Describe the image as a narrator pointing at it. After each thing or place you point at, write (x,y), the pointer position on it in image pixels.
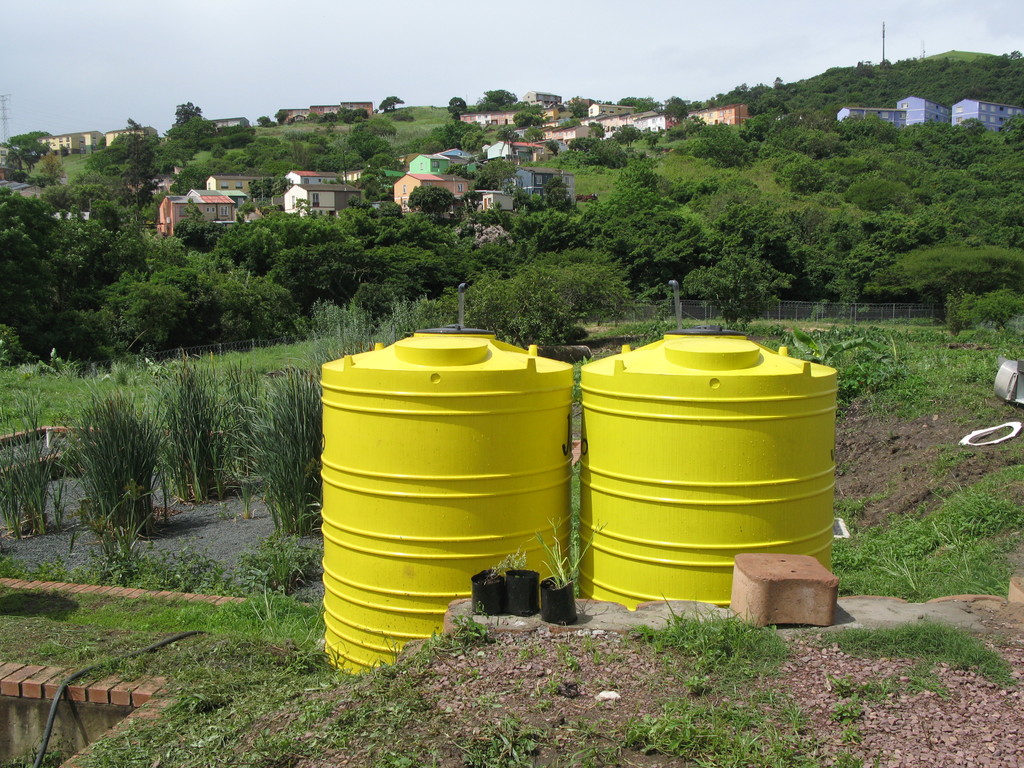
In this image in the foreground (518,468) there are two barrels (457,480), and at the bottom (14,629) there is grass (14,629) and some flower pots (565,595) and tile (768,573). In the background (937,318) there are some plants (112,460), railing (921,314), houses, trees (151,269), poles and at the top of the image (649,63) there is sky (254,67).
